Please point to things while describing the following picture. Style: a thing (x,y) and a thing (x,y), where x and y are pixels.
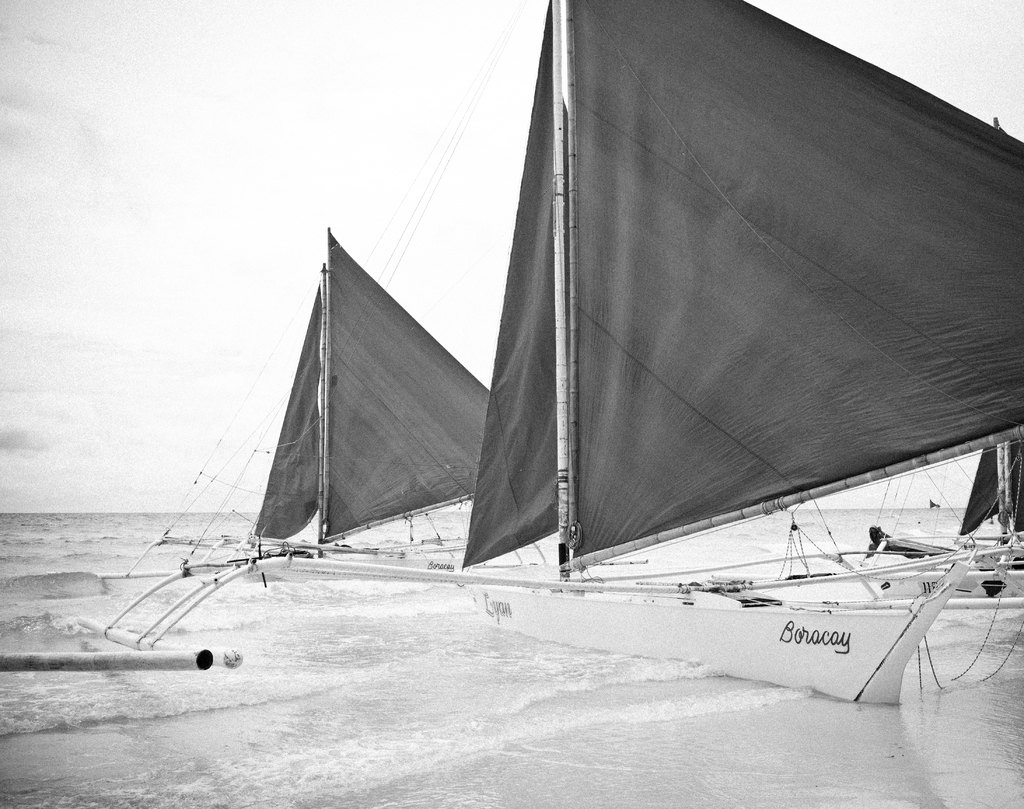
In this image we can see some boats (483,485) on the ocean (376,652), there are sails (740,489), also we can see the sky (315,182), and the picture is taken in black and white mode.
